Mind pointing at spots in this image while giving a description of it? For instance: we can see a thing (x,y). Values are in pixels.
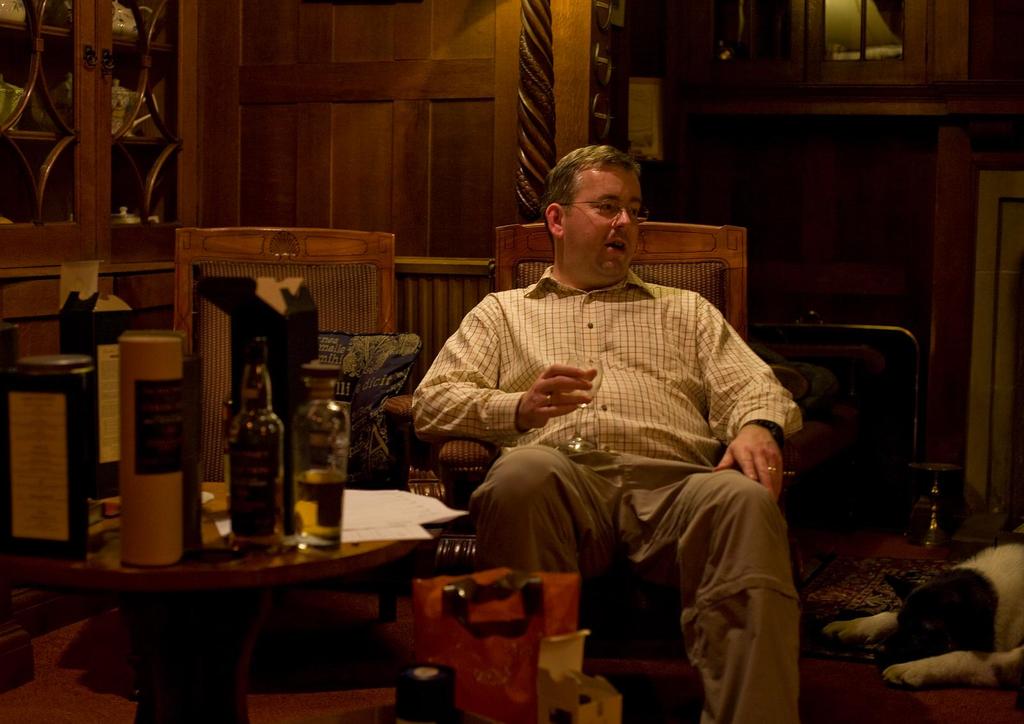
There is a man (774,388) sitting on a chair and he is holding a glass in his hand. There is a dog (902,613) on the right side (1000,583). This is a wooden table (289,560) where a wine bottles (297,467) are kept on it.
